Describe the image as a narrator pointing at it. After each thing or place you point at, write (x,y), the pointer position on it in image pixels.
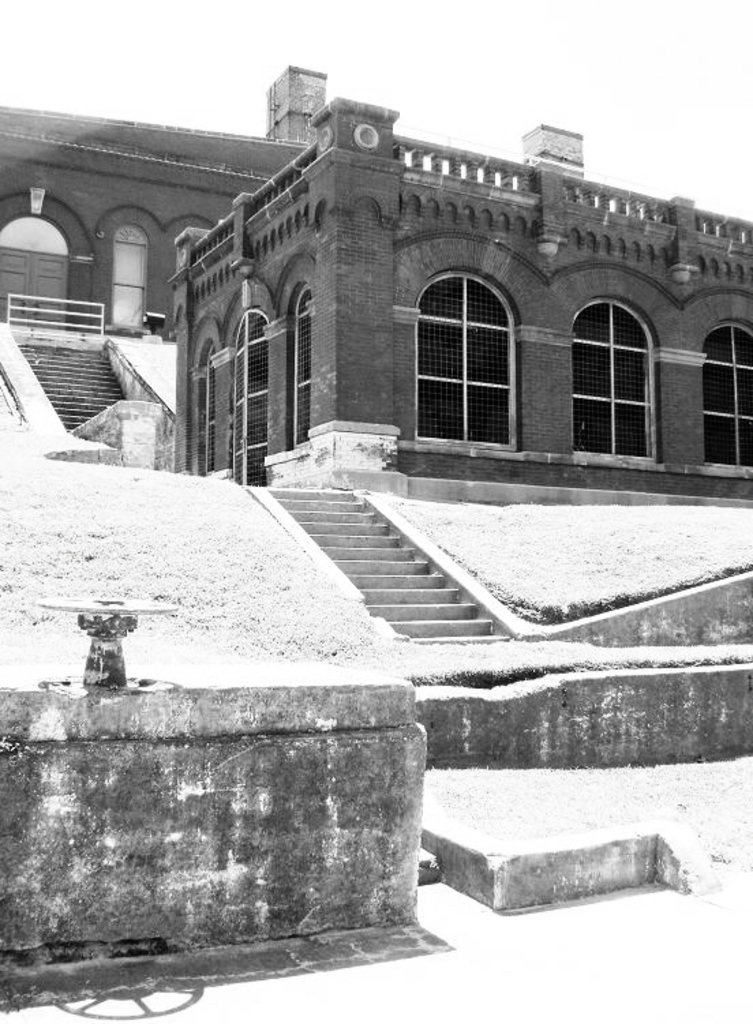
I see this is black and white image and I see buildings (399,173) over here and I see the steps (387,611) and I see the wall (217,678) and I see the sky (407,78) and I see a thing (109,677) over here.
